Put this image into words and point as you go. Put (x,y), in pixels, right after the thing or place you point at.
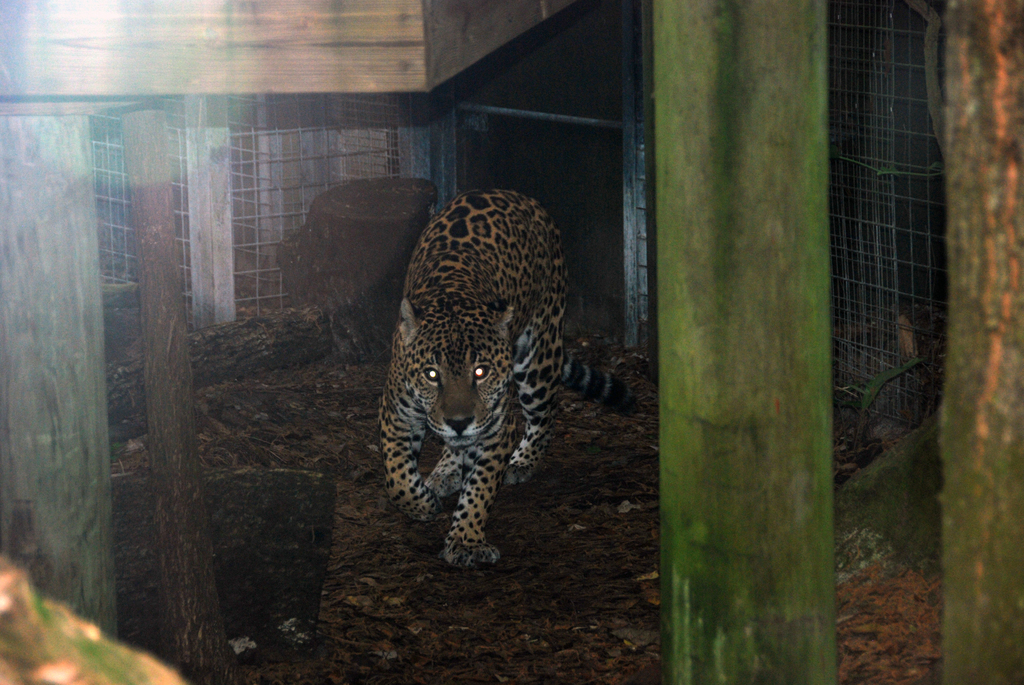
In this image we can see an animal (556,342). And we can see the wooden logs (332,288). And we can see the metal fence (176,201).
